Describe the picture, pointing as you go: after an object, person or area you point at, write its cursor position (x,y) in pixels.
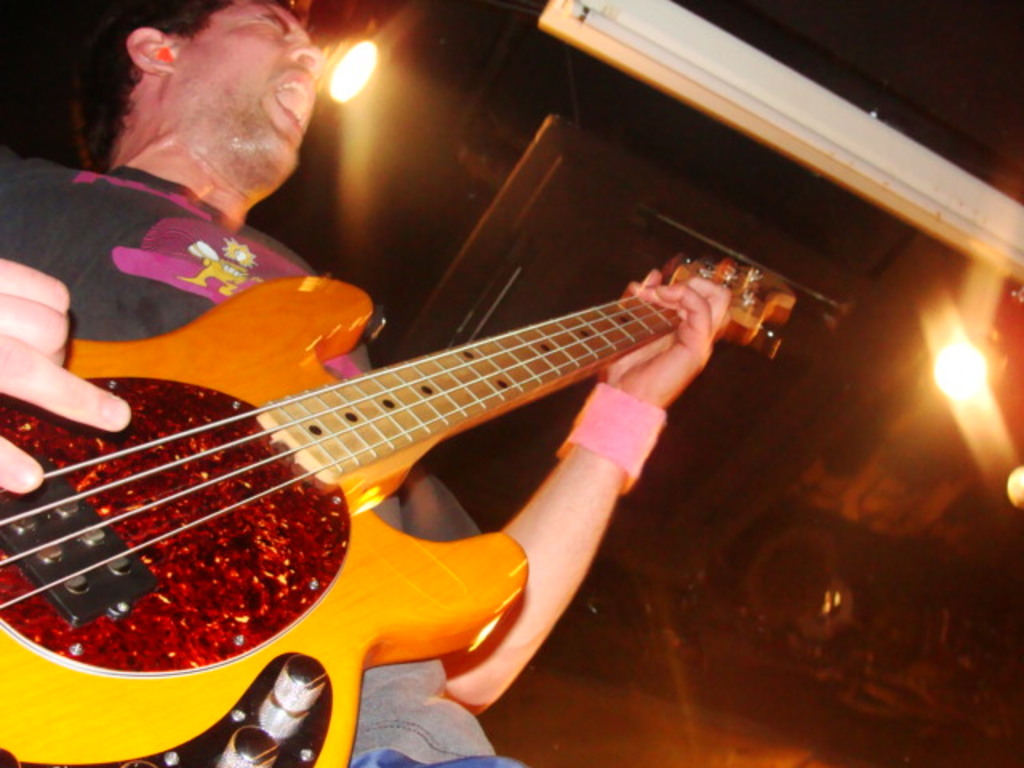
There is a man (12,314) who is playing guitar (443,371). There are lights (965,382) and this is floor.
